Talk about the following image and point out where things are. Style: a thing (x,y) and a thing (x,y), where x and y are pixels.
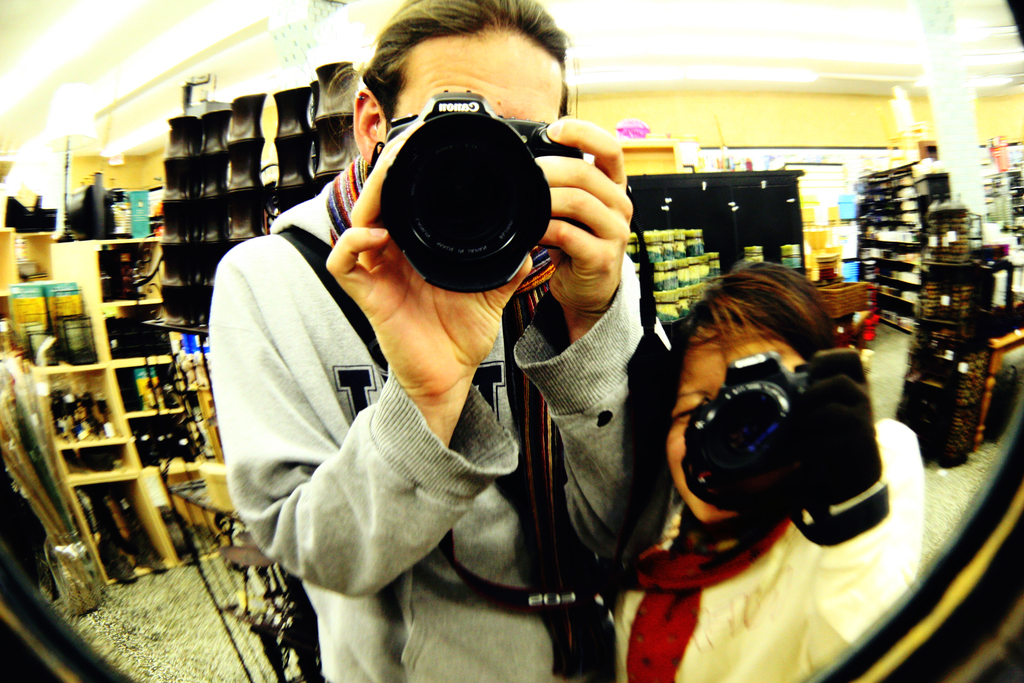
In this picture, In the middle (518,431) there is a man (498,449) standing and holding a camera (446,223) which is in black color, in the right side (736,603) there is a girl (849,533) standing and holding a camera (767,456), In the background (955,447) there are some racks (732,236) and there is a yellow color wall (795,126).
